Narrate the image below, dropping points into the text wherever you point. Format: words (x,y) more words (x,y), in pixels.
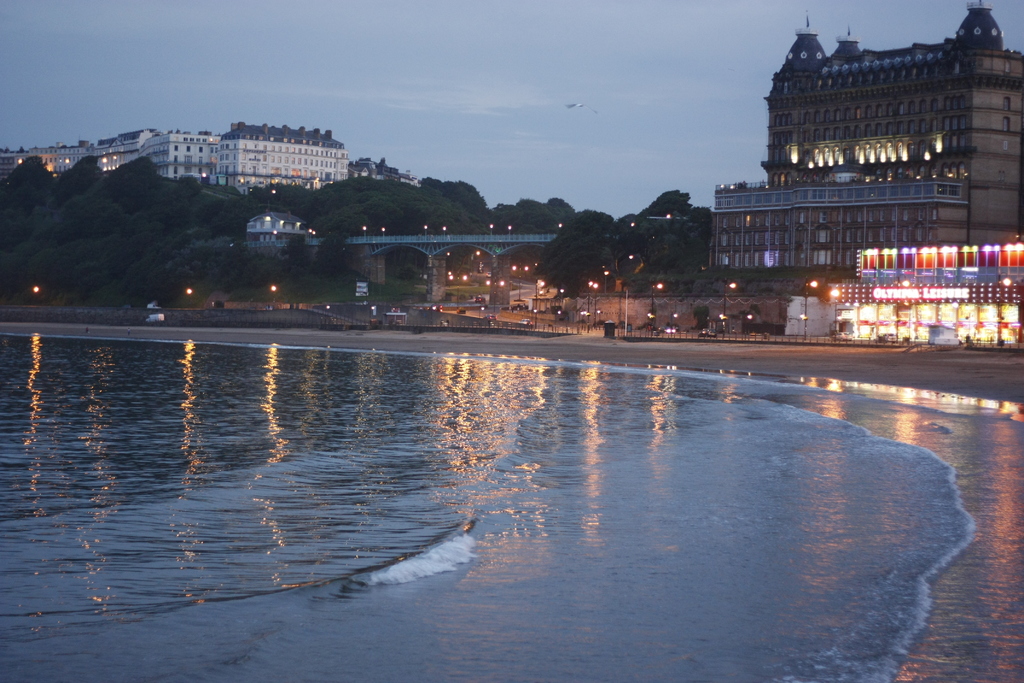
In this image we can see some buildings (776,226), lights (929,250), bridge (376,252), trees (572,244) and other objects (908,288). At the bottom of the image (649,510) there is water (509,552). We can see some reflections (1003,468) on the water (534,511). At the top of the image (490,128) there is the sky (533,165).
